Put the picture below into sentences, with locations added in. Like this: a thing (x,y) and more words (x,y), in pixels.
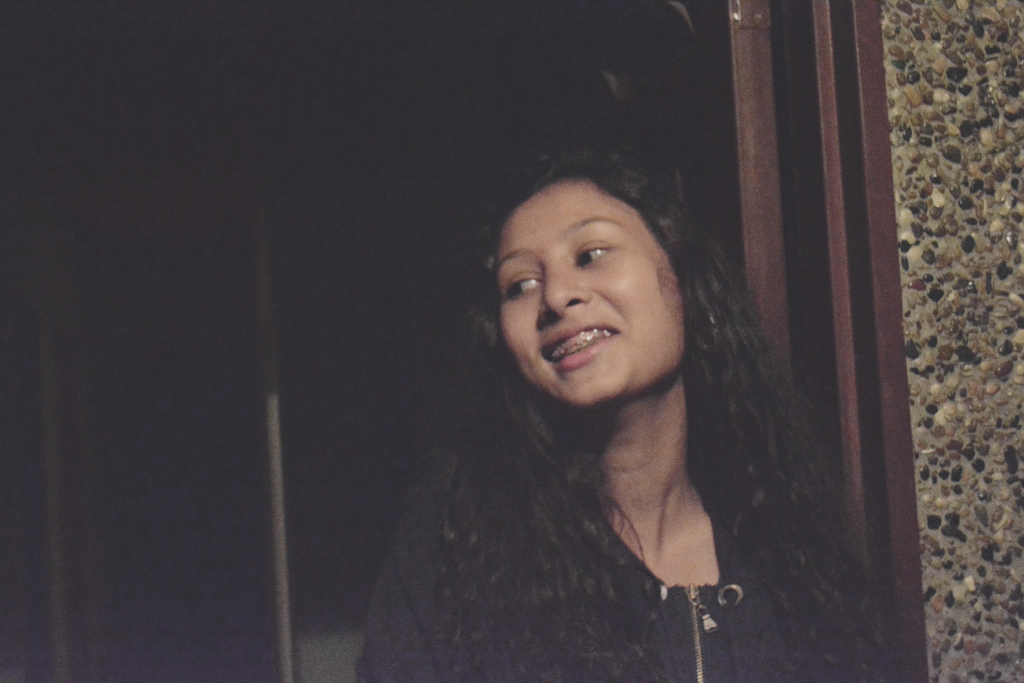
In this image I can see a woman (607,293) and background (102,179) is very dark and woman (561,343) is smiling.
